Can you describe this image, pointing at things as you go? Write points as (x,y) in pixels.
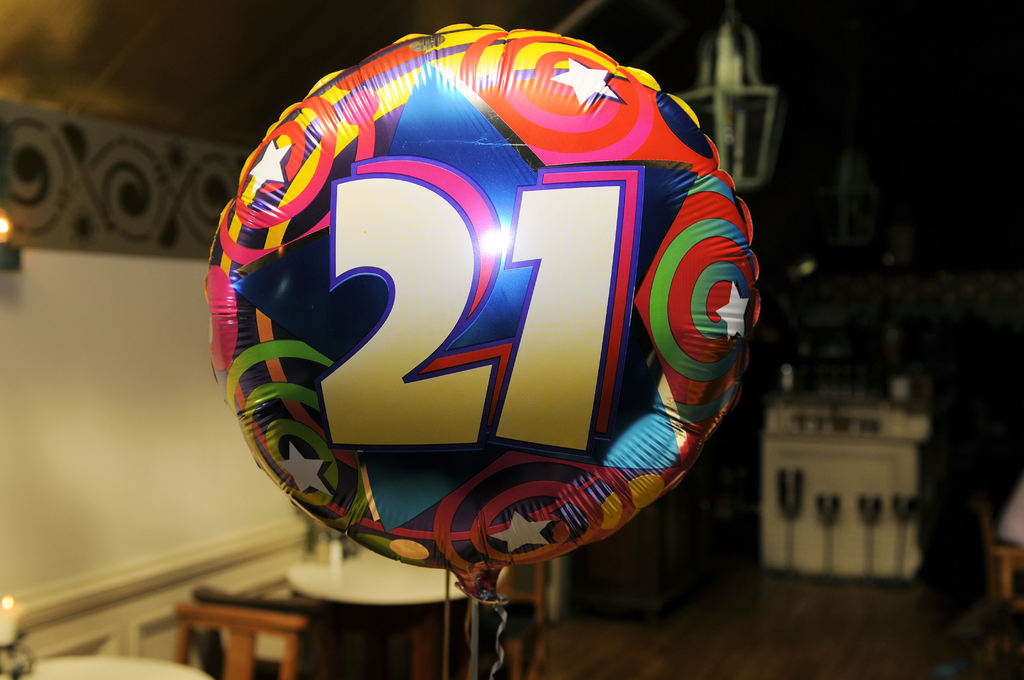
In this image I can see there is an air balloon (426,228) with different colors, there is a number 21 (483,257) on it. At the bottom (285,609) there are chairs (301,600) and tables (367,577), on the left side (84,430) it is the wall (98,424).
